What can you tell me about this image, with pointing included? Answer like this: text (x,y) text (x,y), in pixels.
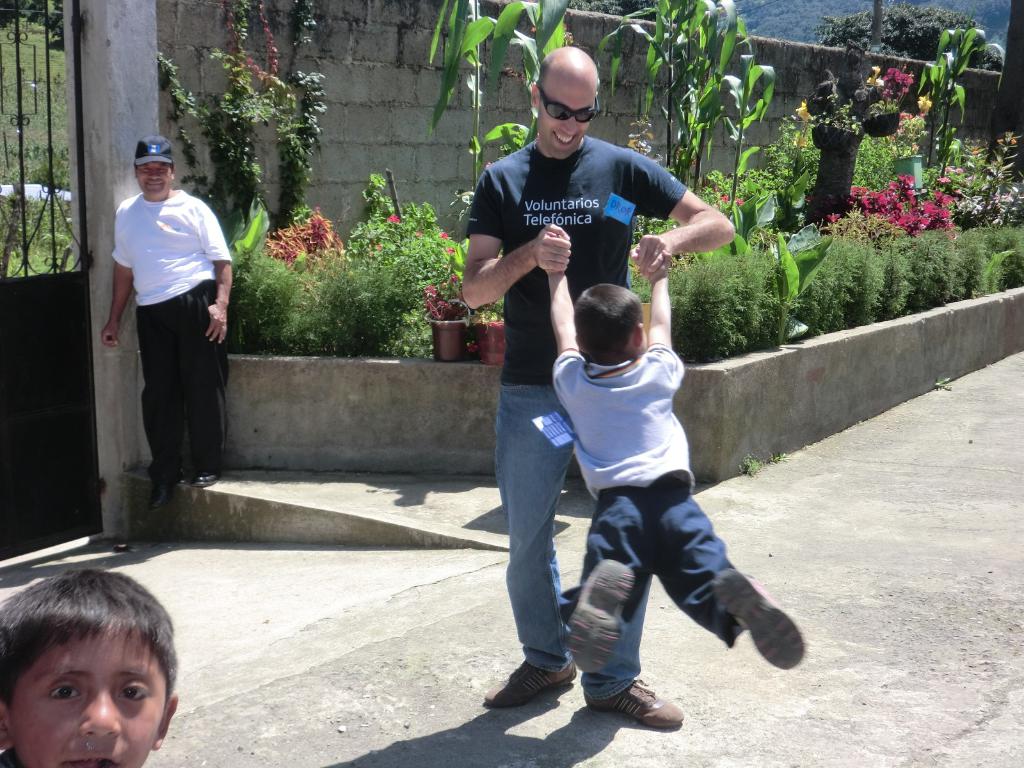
In the image there is man (564,413) and a kid (621,448) playing, behind them there are many plants (490,307) and trees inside a fence (335,139) and on the left side (56,194) there is a gate (54,272).
